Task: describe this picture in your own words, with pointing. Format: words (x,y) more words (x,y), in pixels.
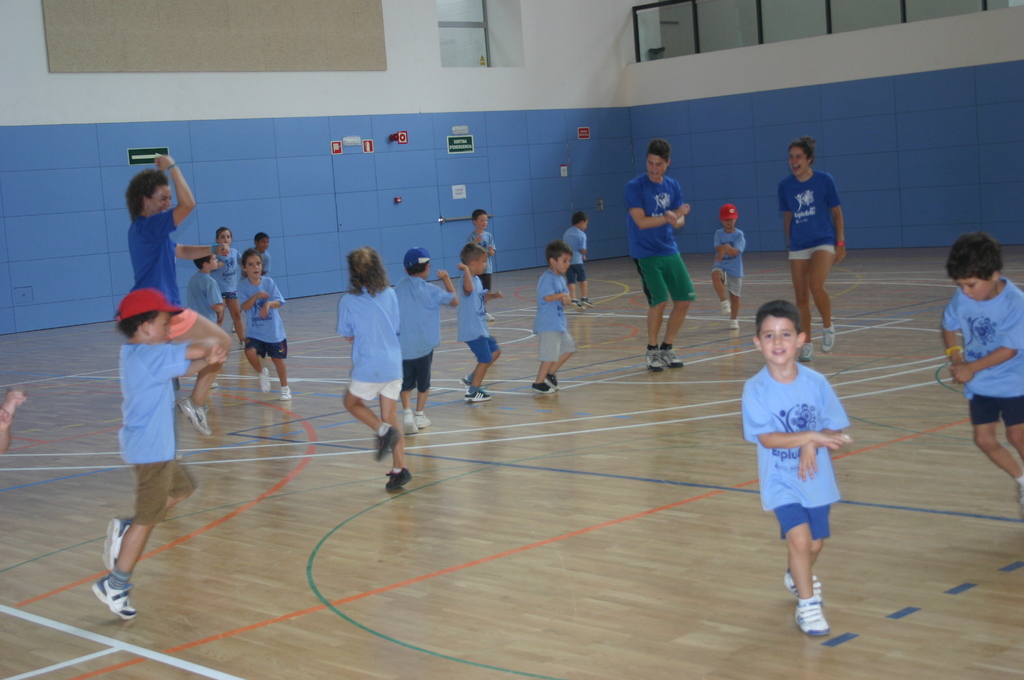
In this image few kids (424,329) are dancing on the floor (526,503). Three persons (644,252) wearing blue shirts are dancing. Background (29,143) there is a wall (521,81) having windows (849,26). A kid (138,445) wearing a blue shirt (145,421) is dancing at the left side of image (170,384). He is wearing red color cap (161,300).
